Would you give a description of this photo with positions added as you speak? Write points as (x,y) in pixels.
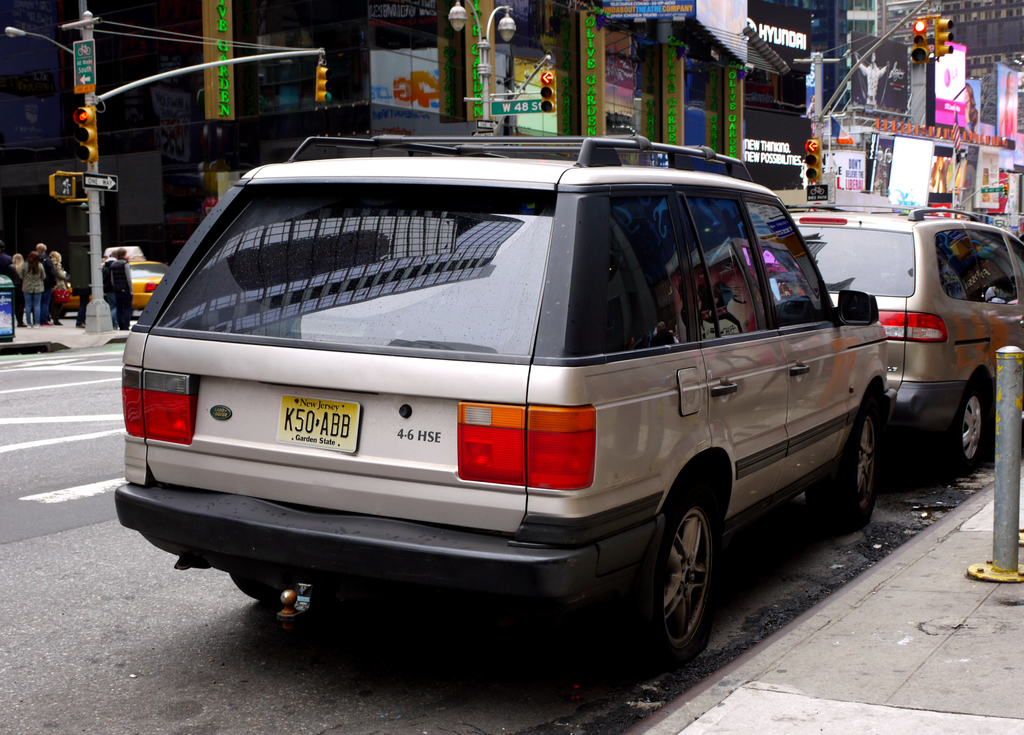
In this image I can see cars (582,375) on the roads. There are people (30,313) present on the left (57,261). There are traffic signals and buildings (560,86).
